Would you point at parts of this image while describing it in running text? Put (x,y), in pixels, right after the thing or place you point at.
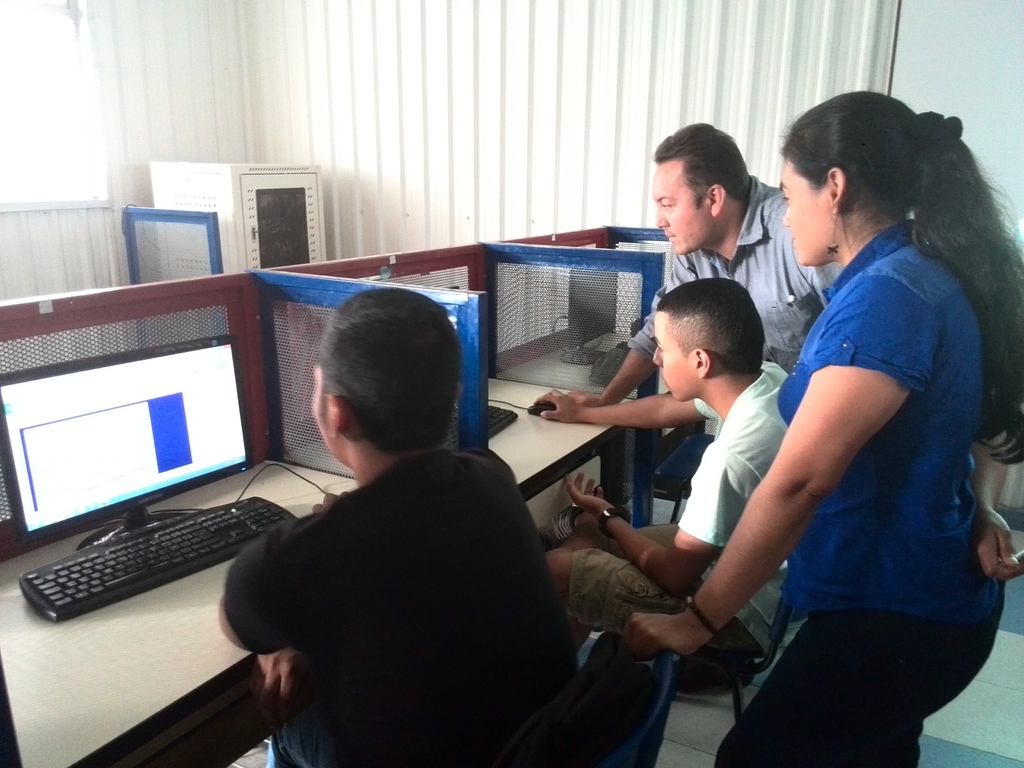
In this image there are four persons (575,418). On the left side (316,630) the man (508,625) is sitting on the chair (591,663) in front of a system (104,542). At the background (176,150) we can see a curtains (197,121).
